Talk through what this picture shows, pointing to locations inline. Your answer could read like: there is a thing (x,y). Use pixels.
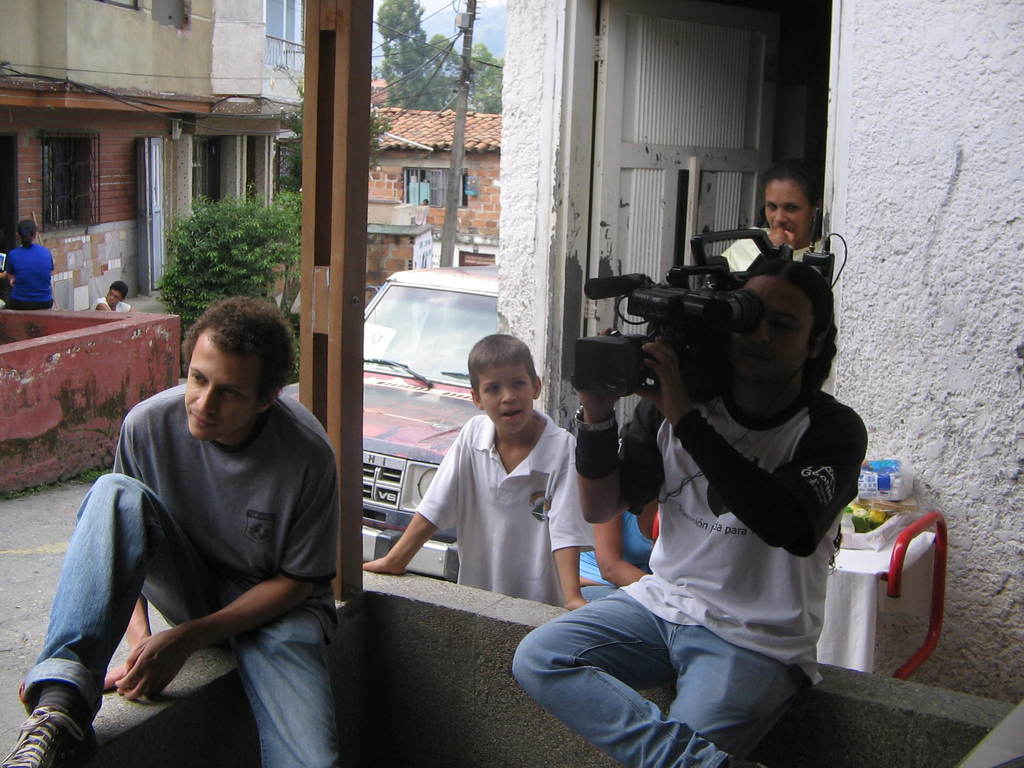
In this picture, there are two men (282,459) sitting on the wall (647,698). A man (743,695) towards the right (795,516), he is holding a camera (673,305) and another man (126,595) is wearing a grey t shirt (208,477) and blue jeans (159,509). In between them, there is a boy (557,486). Towards the right (851,213), there is a building (623,97) with a door (703,152). At the door (732,202), there is a woman (798,188). Towards the left (102,212), there are buildings (167,102), trees (482,86), poles (469,42) etc.
